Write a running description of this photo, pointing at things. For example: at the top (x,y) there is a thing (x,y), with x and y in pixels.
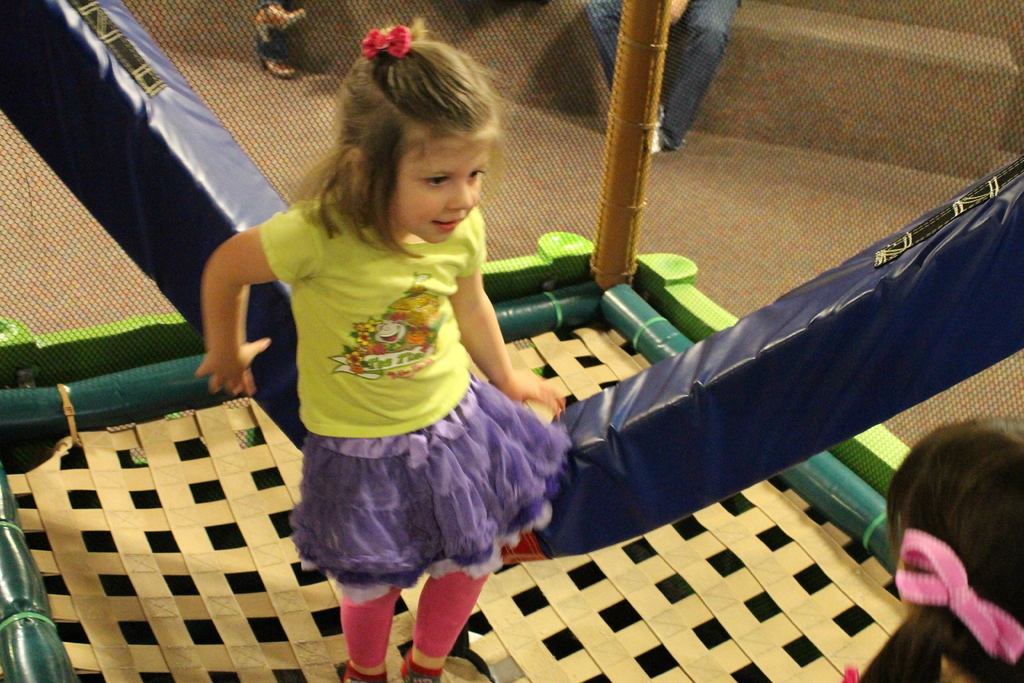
In the center of the image (401,242) we can see a girl (451,240) is present in trampoline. At the top of the image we can see some persons (609,54). At the bottom right corner (991,600) we can see a person head (964,490).
